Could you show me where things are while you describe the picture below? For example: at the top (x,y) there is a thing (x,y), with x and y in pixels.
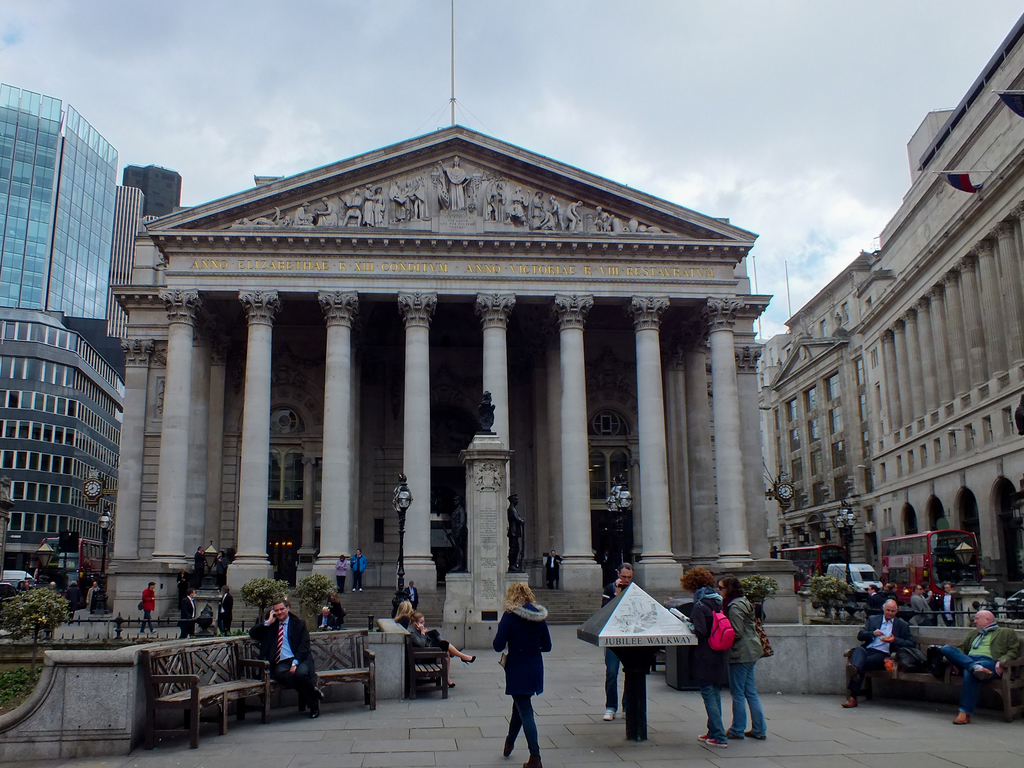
At the bottom of the image (734,644) I can see few people (520,610) on the ground (650,745). Few are standing and few are sitting on the benches (207,676). On the left side (34,612) there are some plants (32,625) and grass (20,691). It is looking like a garden (28,652). In the background (277,417), I can see few buildings (546,339). In the middle of the image (486,423) there is a statue (483,410) which is placed on the pillar (489,514). At the top of the image (663,77) I can see the sky (655,70).
